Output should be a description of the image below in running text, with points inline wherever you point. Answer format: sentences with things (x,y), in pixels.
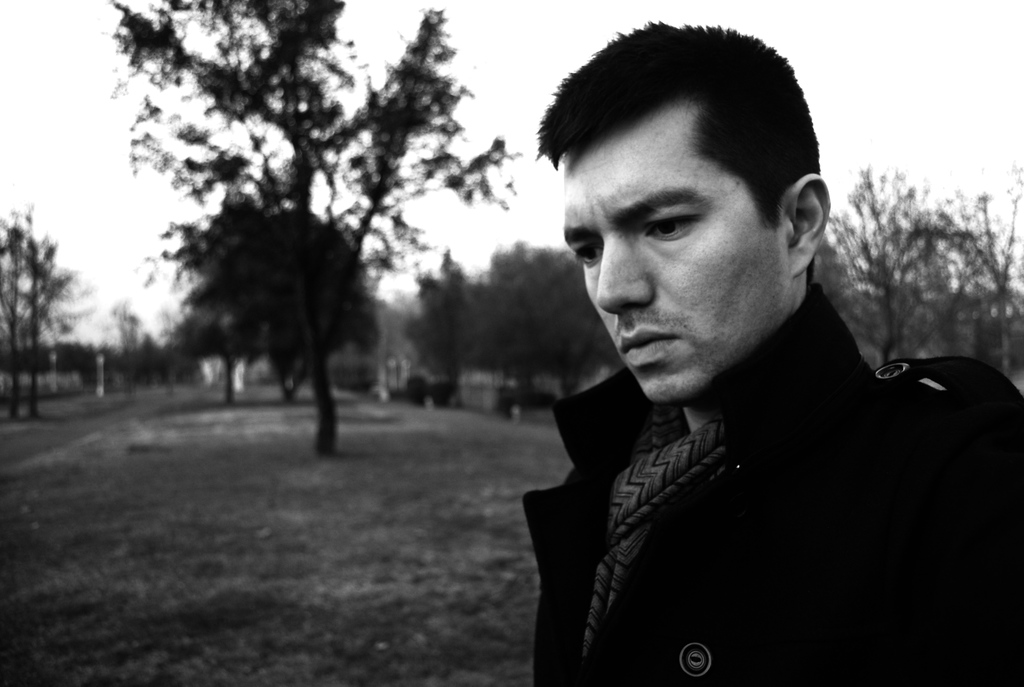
In this image in the foreground (922,502) I can see a person (847,604) looking at something and at the back (432,307) there are some trees (547,322).
